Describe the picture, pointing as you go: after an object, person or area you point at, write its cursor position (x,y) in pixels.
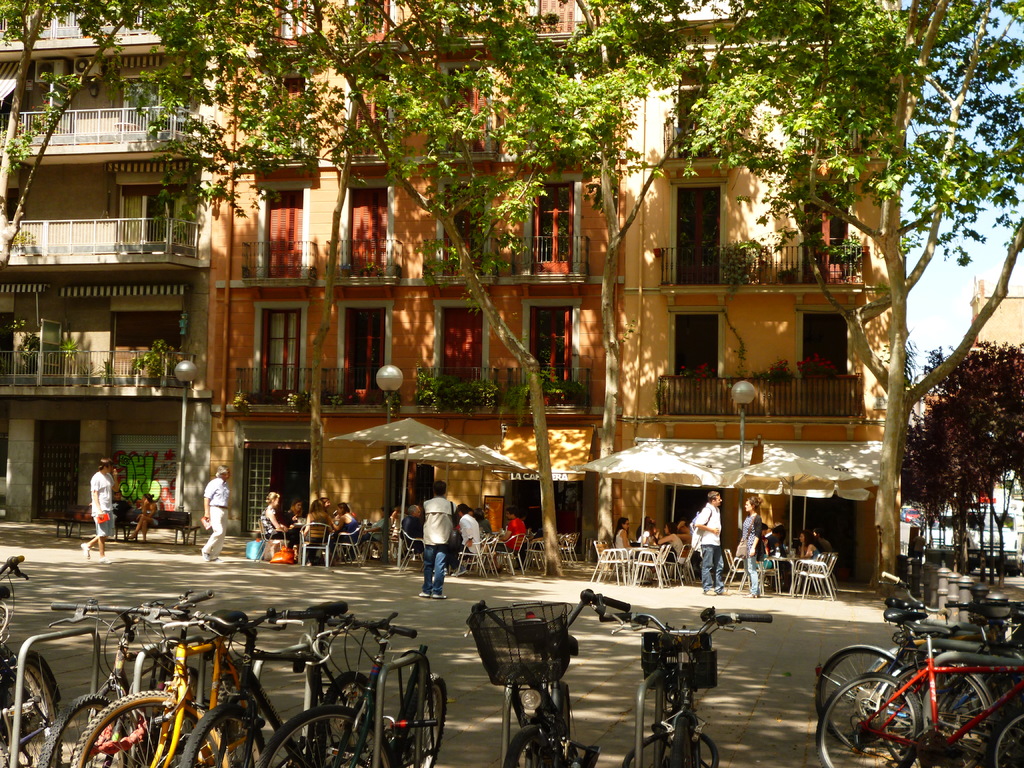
In this image in the center (574,494) there are buildings (629,392) and trees (881,555), and also there are some tents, chairs (829,555), tables (795,559), and some persons (812,553) are sitting and some persons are standing and some of them are walking. At the bottom (914,650) there are some cycles (928,650), and also on the right side (896,441) there are some trees (965,443) and buildings (829,507). At the bottom (358,599) there is a walkway (262,598).
